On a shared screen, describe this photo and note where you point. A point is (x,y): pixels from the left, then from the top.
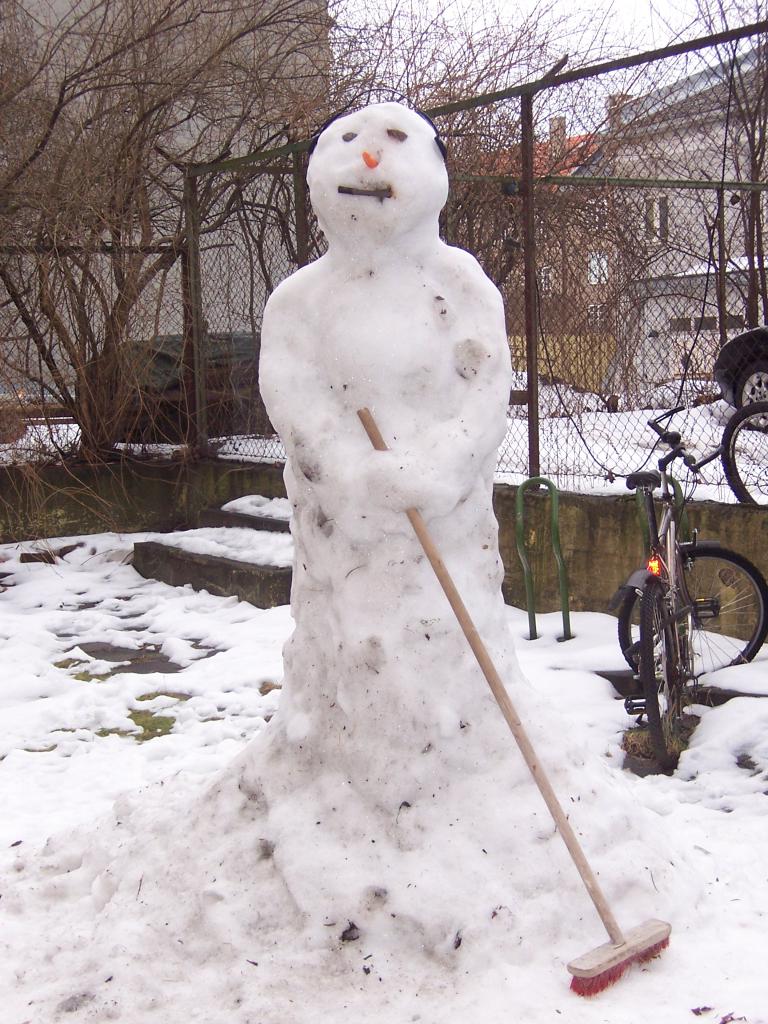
In this image in the foreground (406,352) there is a snowman (369,524) who is holding a brush (422,540), and in the background (112,613) there is snow (596,465), net (596,465), stairs (189,556), cycles (672,437) and there are buildings (660,244) and trees (73,402).
